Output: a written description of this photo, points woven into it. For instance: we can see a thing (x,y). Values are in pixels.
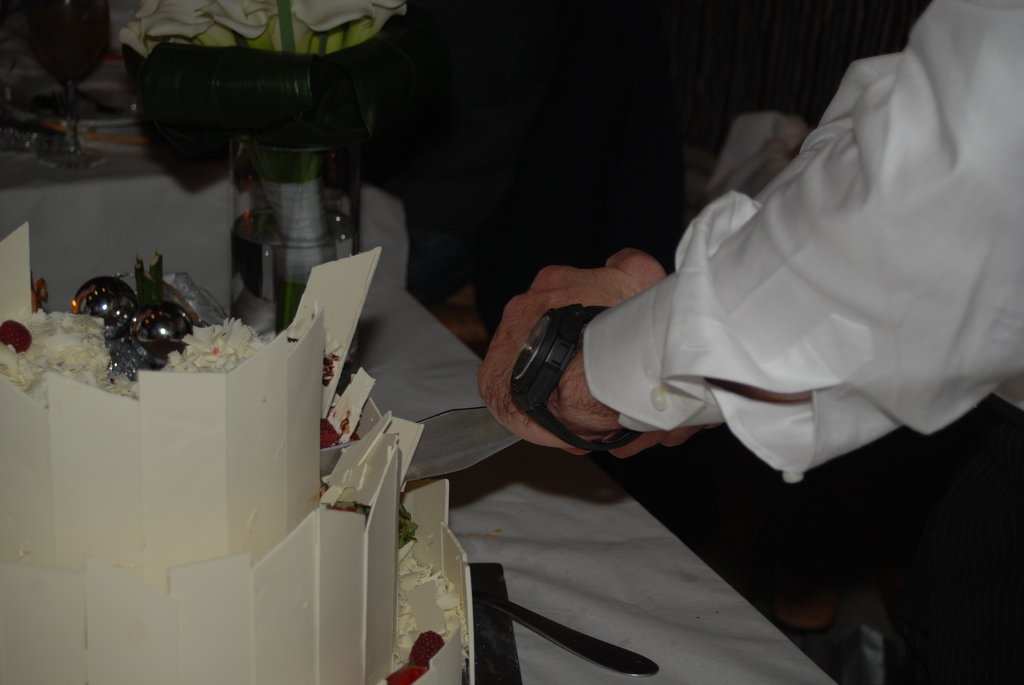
In this image in front we can see the hand (631,449) of a person (639,341). There is a table (386,349). On top of it there is a cake (380,592) and a few other objects (431,447).
